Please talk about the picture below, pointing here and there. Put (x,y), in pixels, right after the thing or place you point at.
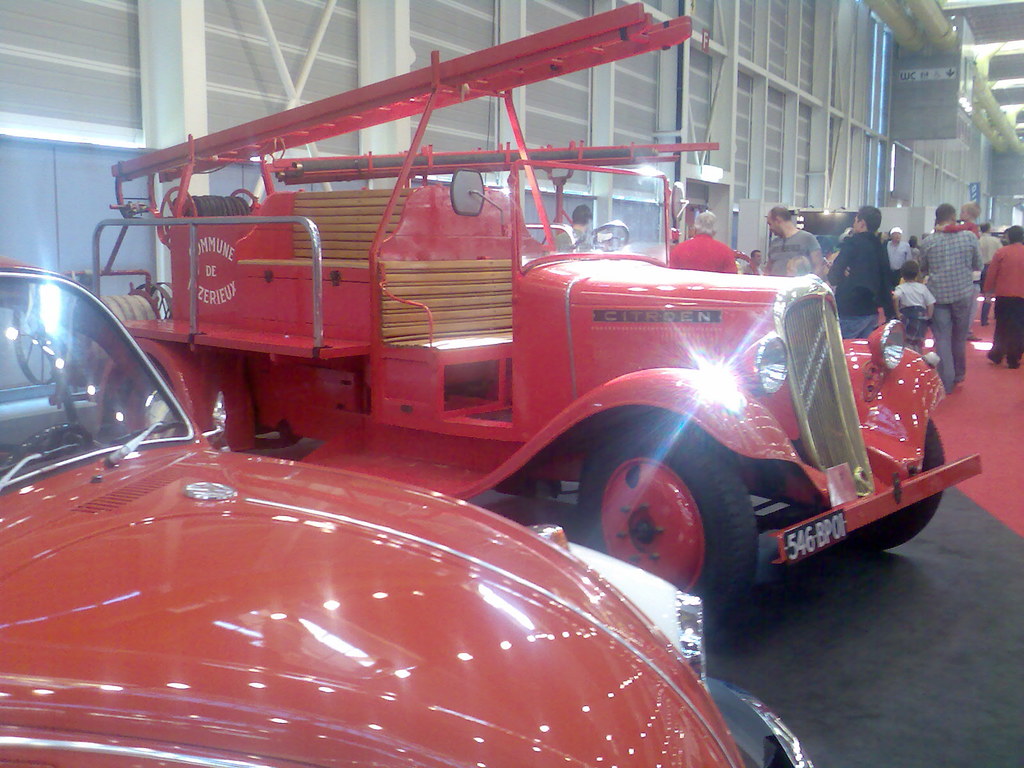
In the picture I can see vehicles (430,566) on the floor (885,763). In the background (876,303) I can see people (926,275) standing on the floor (808,680). I can also see wall (751,78), lights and some other objects (926,120).
